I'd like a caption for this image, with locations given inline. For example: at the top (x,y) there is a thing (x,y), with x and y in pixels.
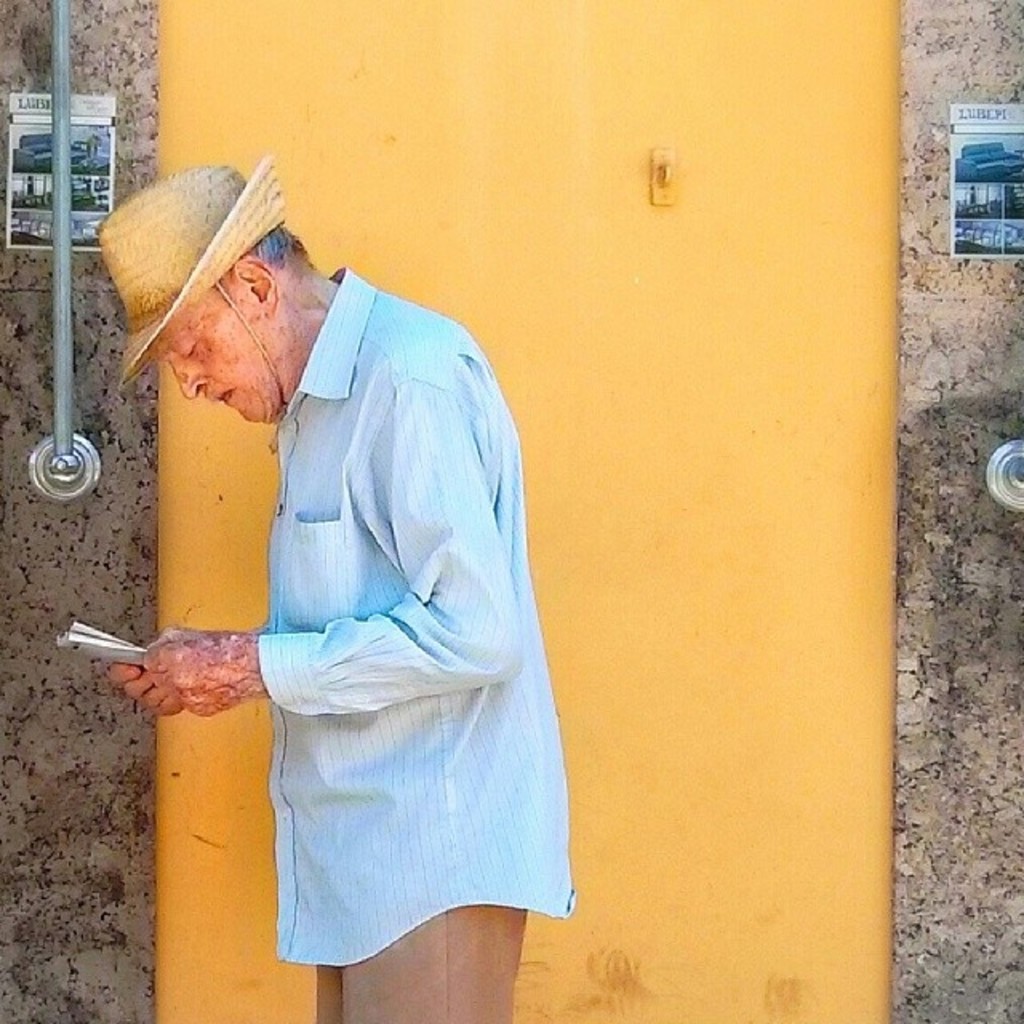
In this image I can see an old man (472,988) standing and facing towards the left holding a paper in his hands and wearing a hat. I can see a wall (159,495) behind him with a metal object (77,497) and a sticker (81,182) with some text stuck to the wall (155,171) on both sides of the wall (901,183) with yellow color in the center (619,679).
